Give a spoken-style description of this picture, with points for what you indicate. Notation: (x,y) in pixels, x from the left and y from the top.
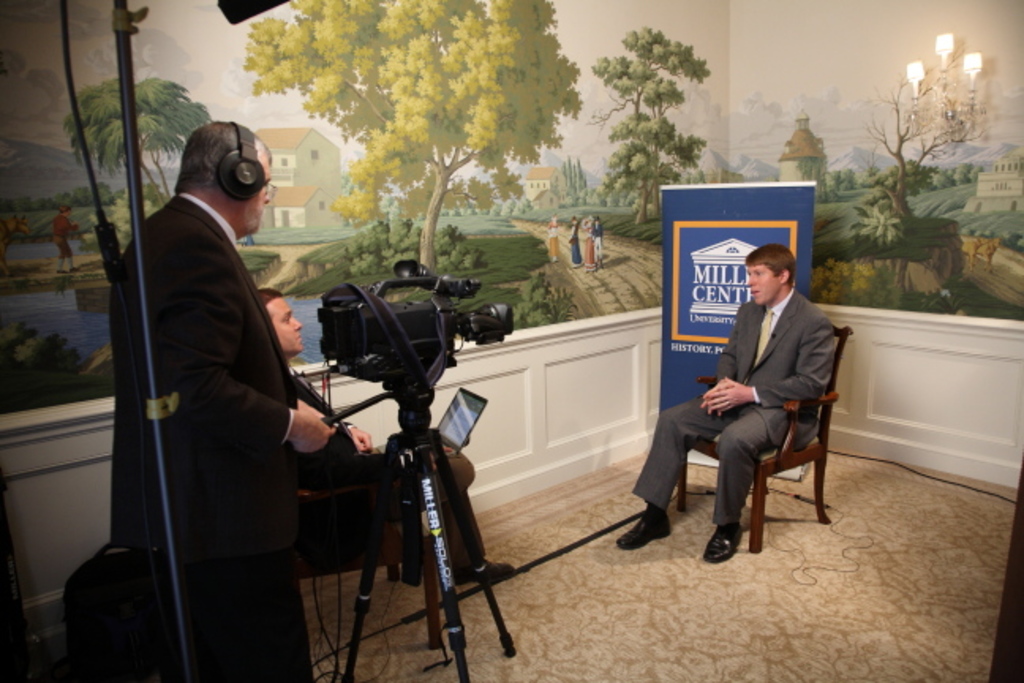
In this picture I can see 3 men (179,390) in front (664,481), where I see 2 men (796,341) are sitting on chairs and another man (219,234) is standing and holding a black color thing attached to the camera (424,317) and I see that, there is a board (713,198) behind the man (751,320) who is sitting on the right (753,353) and I can see a laptop (472,426) near to the man (365,430), who is sitting on the left (331,456). In the background (280,241) I can see wall (399,190) and I can see an art (734,116). On the top right corner of this picture (917,63), I can see the lights (923,73) and on the floor (927,639) I can see the wires (544,558).
